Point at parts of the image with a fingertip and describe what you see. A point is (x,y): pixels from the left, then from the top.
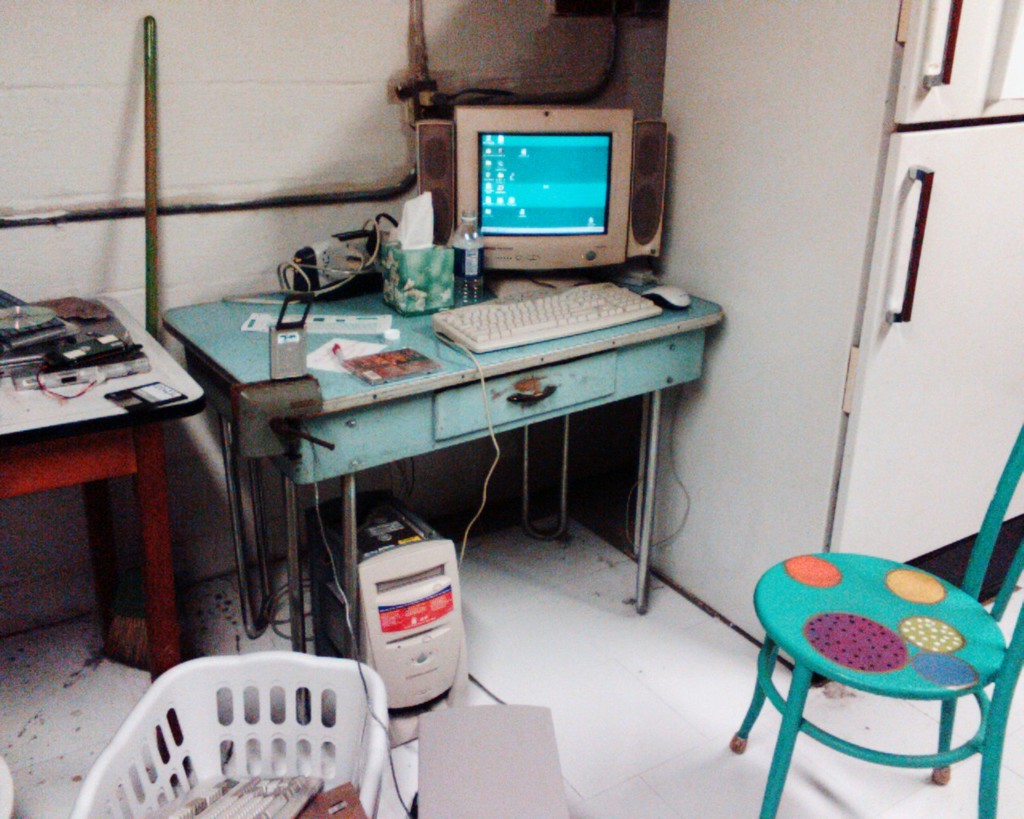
In this image I can see the system (493,241), keyboard (561,311), mouse (661,285), bottle (466,294) and few objects (438,303) on the tables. I can see a chair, cpu (325,551), fridge (757,394) and few objects (474,720) on the white color surface (723,665).
